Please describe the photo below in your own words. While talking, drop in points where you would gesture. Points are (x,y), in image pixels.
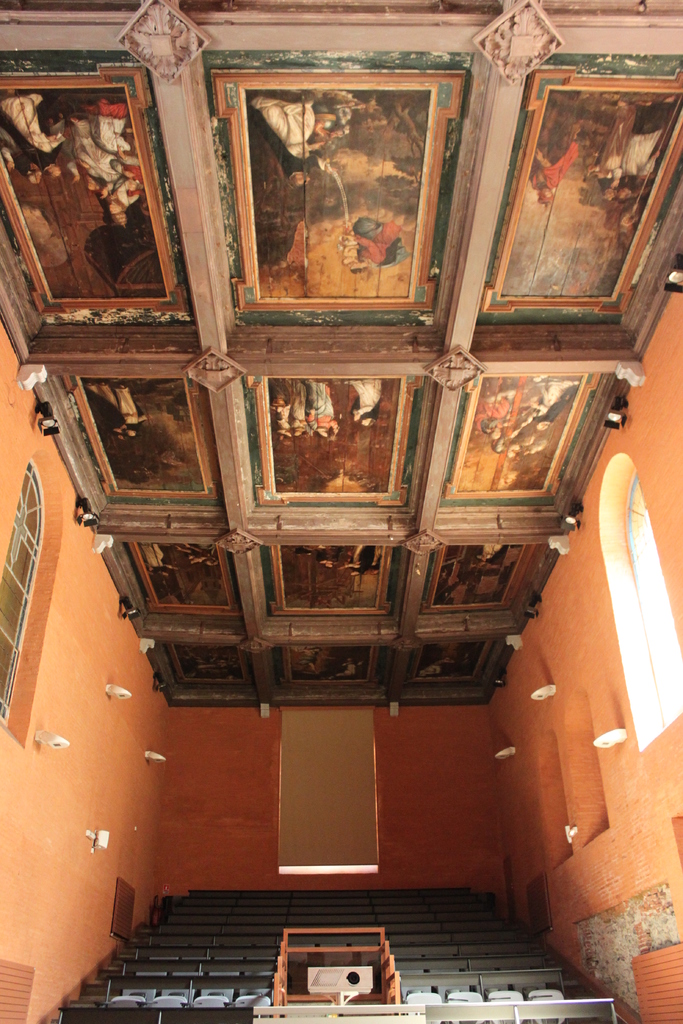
This image seems to be clicked in a conference hall (278,558), on the ceiling (269,537) there are many paintings (284,432), in the front (217,968) there are seats (223,950) with projector (336,981) in the middle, there are windows (650,704) on either side of the wall (83,601).
